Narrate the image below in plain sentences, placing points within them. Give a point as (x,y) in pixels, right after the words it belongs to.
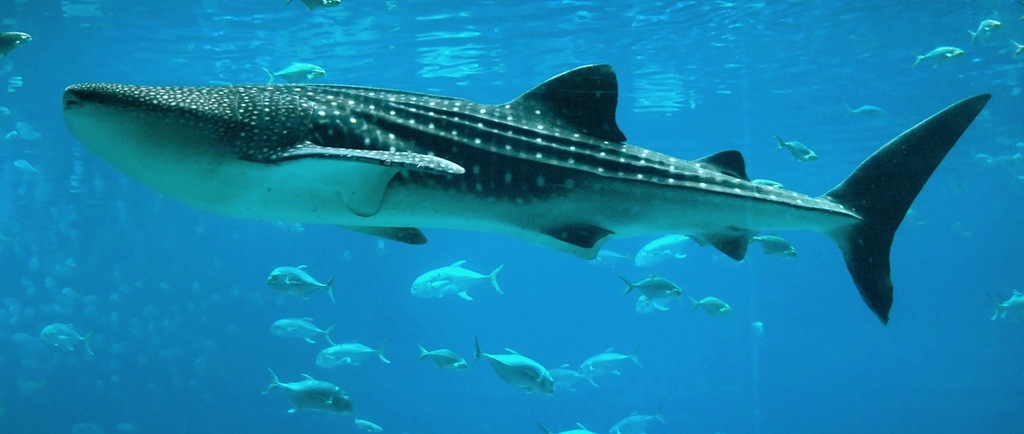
The picture is taken in water (116,221). In the foreground of the picture (287,156) there is a whale (510,191) shark. In the background (294,274) there are fishes (653,248).
